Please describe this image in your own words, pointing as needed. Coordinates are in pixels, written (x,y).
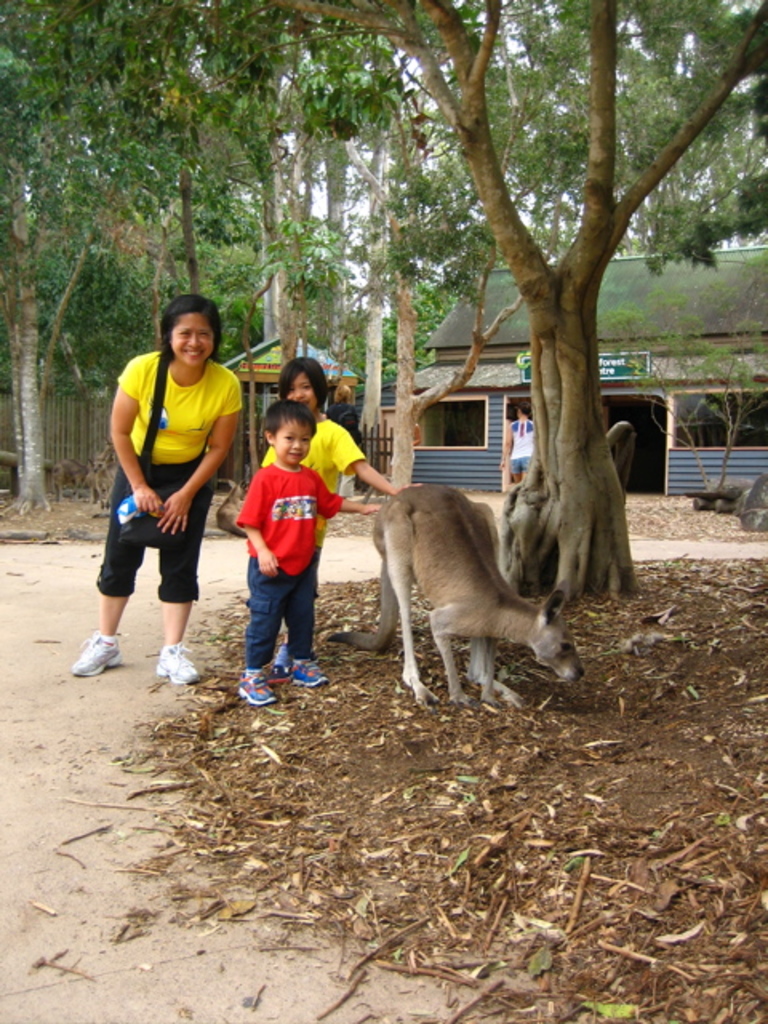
In this picture there is a woman (172,348) who is wearing t-shirt (186,407), trouser (123,556) and shoes (102,662). Beside her there are two children (294,469) who are standing near to the kangaroo (408,517). In the back (526,431) there is a man (526,431) who is standing near to the shed (723,421). In the background (312,223) I can see many trees (356,260), plants (245,315) and grass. In the left (48,424) background (97,440) I can see the fencing (51,413). Here it's a sky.
